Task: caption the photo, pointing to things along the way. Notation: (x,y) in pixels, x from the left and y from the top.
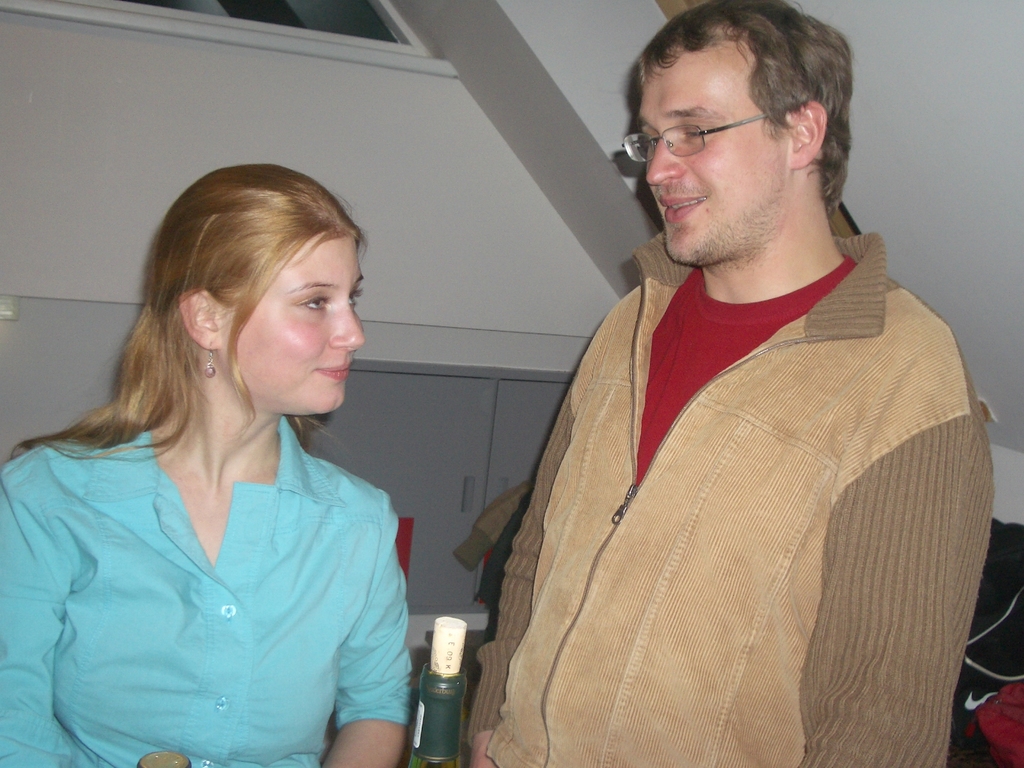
In this picture there is a man (801,191) on the right side of the image (846,276) and there is a lady (21,708) on the left side of the image (326,649), there is a window (272,15) at the top side of the image (281,20).
